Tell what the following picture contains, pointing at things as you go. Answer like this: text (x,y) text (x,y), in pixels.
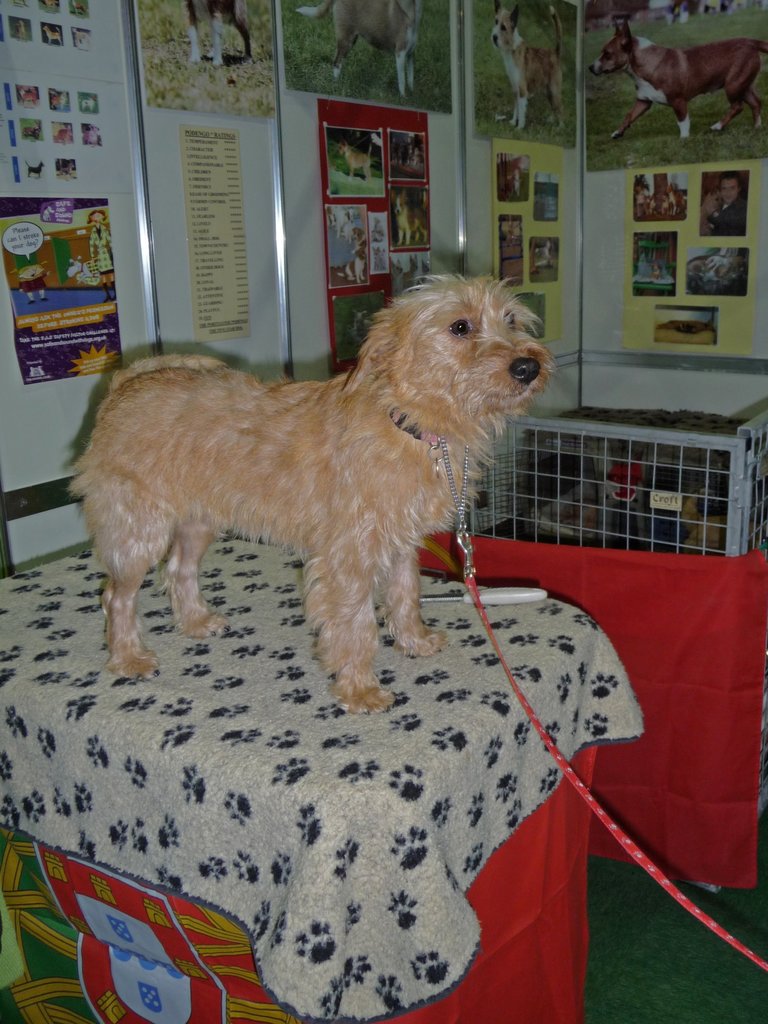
In this picture there is a dog (336,542) who is standing on the table (321,669). On his neck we can see the rope (465,517). In the background (524,263) we can see posters (336,204), banners (527,94), stickers (668,199) and other objects (662,192) on the wall (312,235). On the right (607,414) there is a cage (610,445).
